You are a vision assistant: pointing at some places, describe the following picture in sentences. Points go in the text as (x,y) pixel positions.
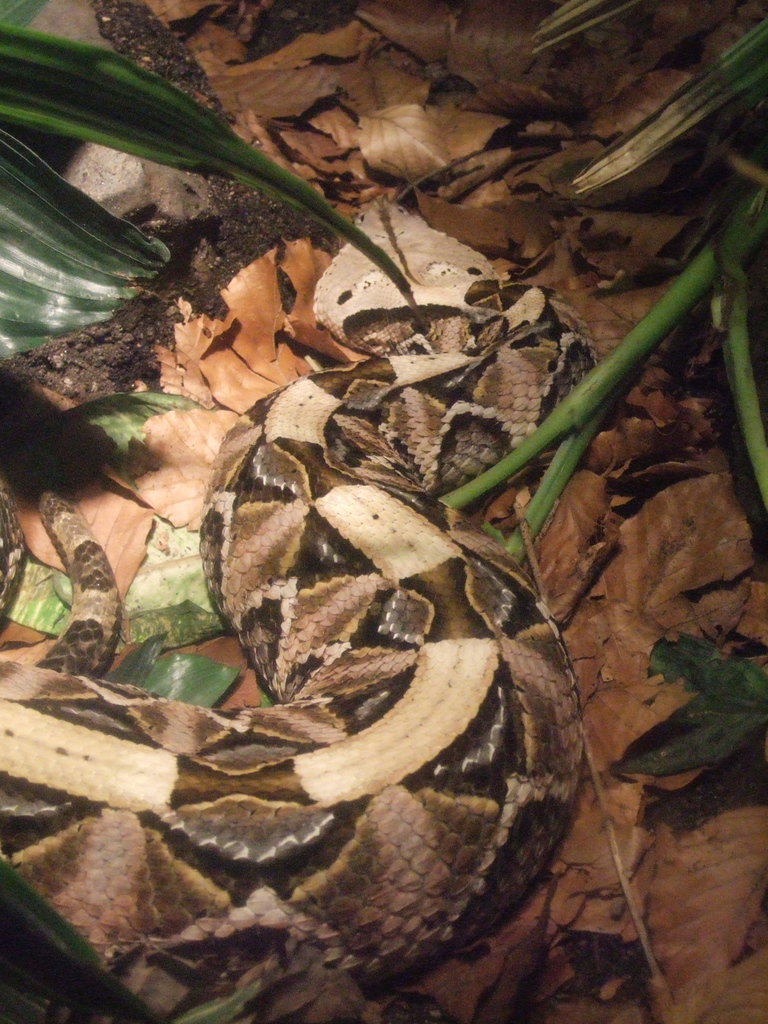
In this image in the center (381,422) there is one snake (320,614), and in the background (667,503) there are some dry leaves (604,339) and some plants (260,164) and sand (213,201).
